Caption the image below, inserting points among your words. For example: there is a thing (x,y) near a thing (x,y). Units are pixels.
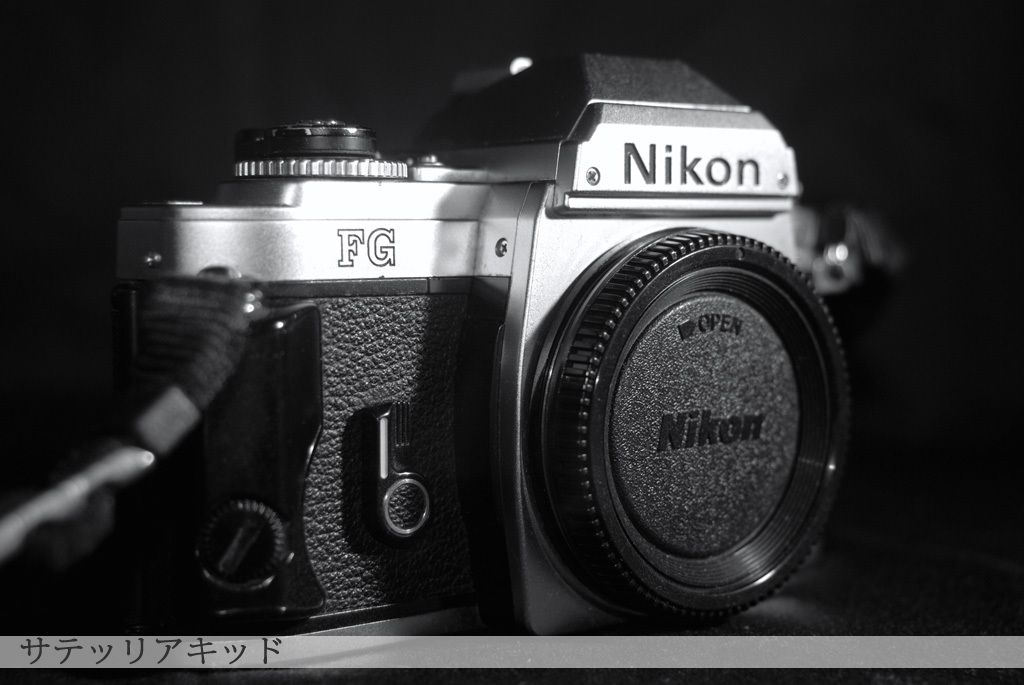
In the center of the image (641,371) we can see a camera (634,541) placed on the table (464,682).
